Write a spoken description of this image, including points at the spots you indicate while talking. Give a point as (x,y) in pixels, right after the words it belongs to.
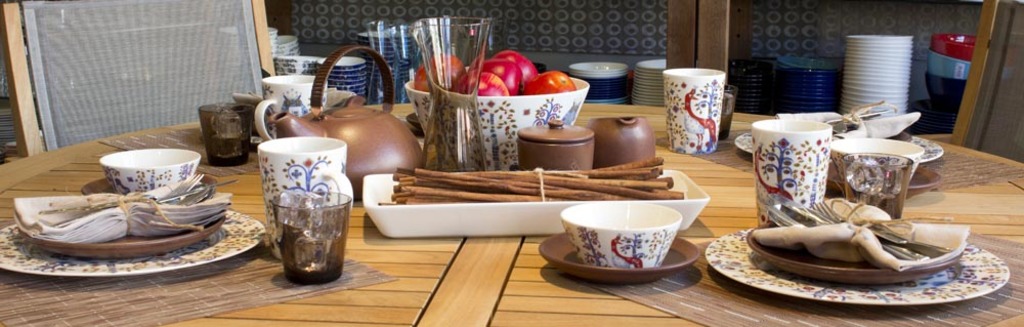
It is a dining table (208,182) with a wide variety of utensils (438,137). It has a kettle (385,132) in copper brown. It has a flower glass vase (449,116) in the middle (462,144). It has bowl (538,101) of apples (526,88). There are white color water glass (765,171) with a design (784,163) on it. There is a chair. There are forks (173,201) and spoons (186,204). There are cinnamon sticks (402,194).
